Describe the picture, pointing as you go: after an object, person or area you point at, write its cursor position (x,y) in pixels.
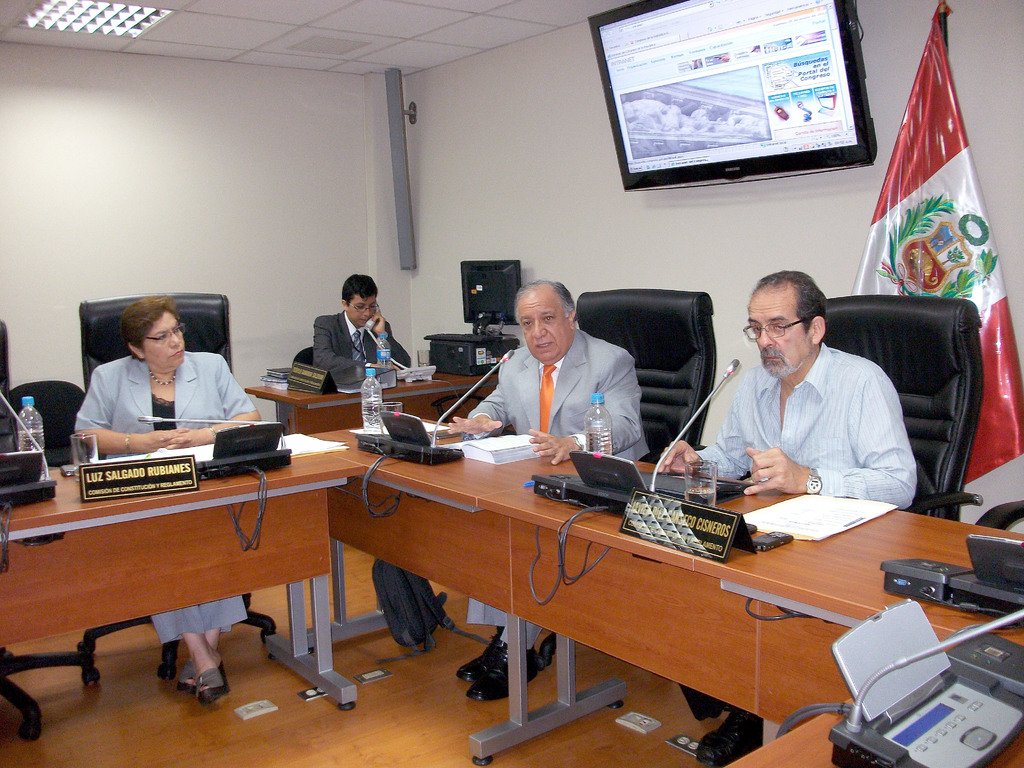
This picture there are some people (584,411) sitting in front of a table (568,512) on which a screen (240,455) and a name plate (119,471) along with some bottles (19,433) and glasses (83,449) were placed. There are some papers (810,520) on the table (761,509). In the background (342,354) there is a man (332,357) standing, sorry sitting in front of a table (339,395). There is a television (692,146) and a flag (931,216) here. In the background (695,222) there is a wall (201,204).
